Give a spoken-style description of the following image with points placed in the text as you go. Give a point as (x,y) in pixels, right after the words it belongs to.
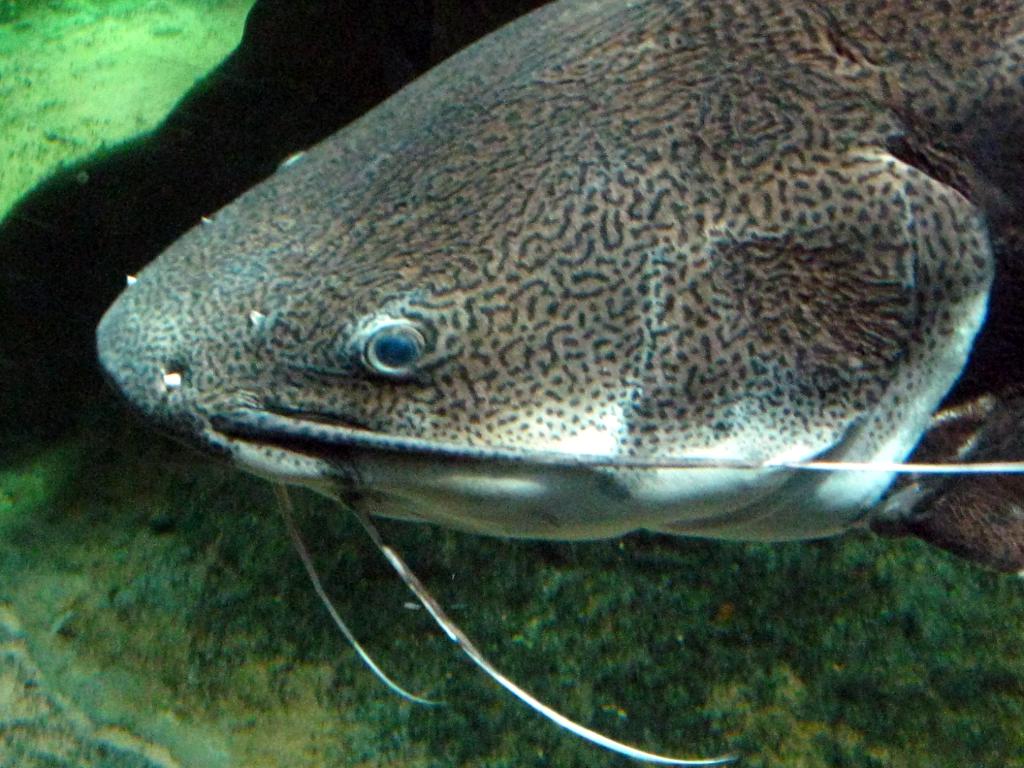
This is a zoomed in picture. In the center (638,273) we can see a marine creature (672,280) seems to be the fish (659,219). In the background (417,710) we can see the water body (50,234).
